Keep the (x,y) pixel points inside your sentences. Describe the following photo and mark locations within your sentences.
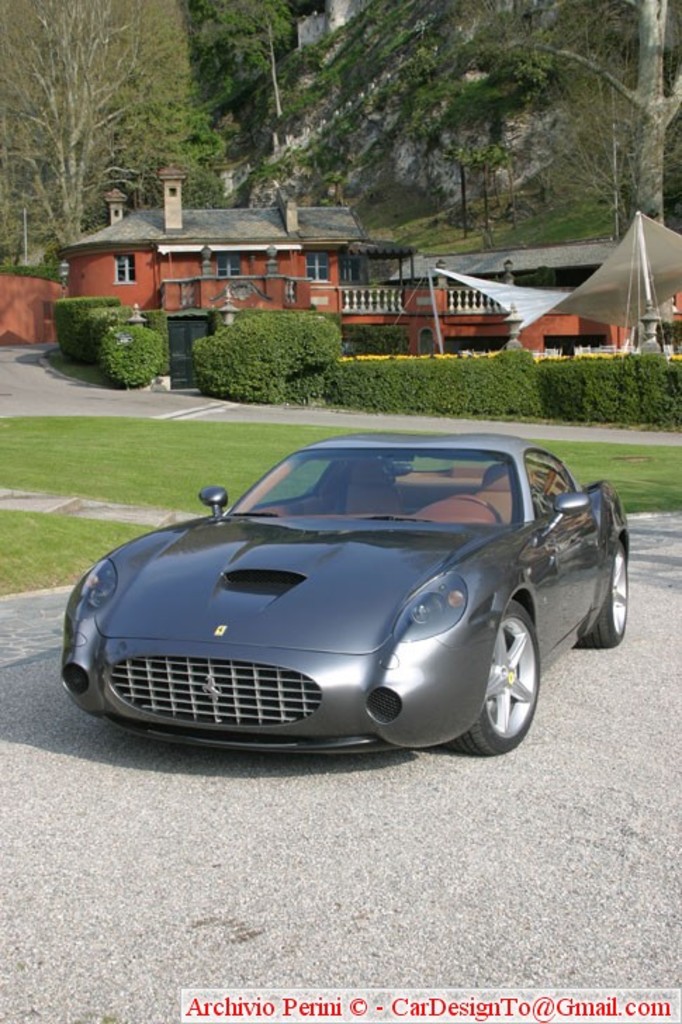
In this image there is a car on the road (315,850). Beside there is grassland (241,462). There are few plants (447,379). Behind there is tent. Background (440,302) there is house (172,272) and few trees (64,191) on the grassland (455,232).
